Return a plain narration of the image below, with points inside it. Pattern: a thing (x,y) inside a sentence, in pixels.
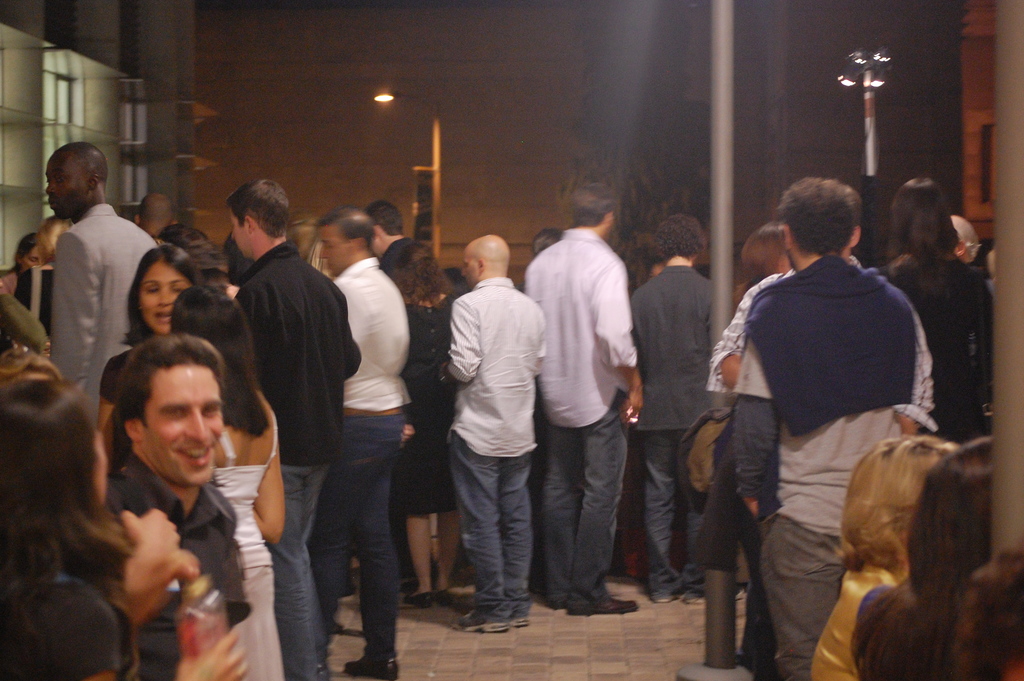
In this image there are group of persons (298,404) standing. In the background (714,203) there is a pole (718,184) and there is a light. On the left side (123,114) there are windows (123,114). On the right side (865,114) there is a light pole (864,128).
